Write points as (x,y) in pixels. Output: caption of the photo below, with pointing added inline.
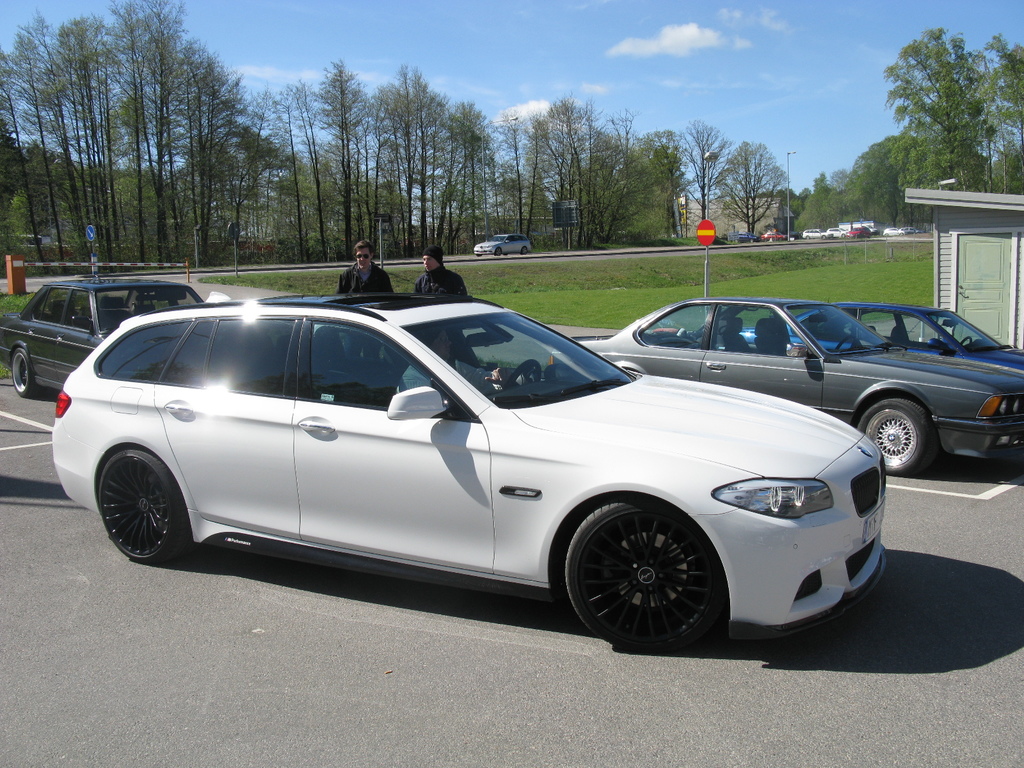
In this image, we can see vehicles (620,388) on the road (577,254) and in the background (499,166), there are trees (258,160), boards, poles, some people (439,260) and we can see sheds (972,243). At the top (540,47), there are clouds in the sky (618,80).
